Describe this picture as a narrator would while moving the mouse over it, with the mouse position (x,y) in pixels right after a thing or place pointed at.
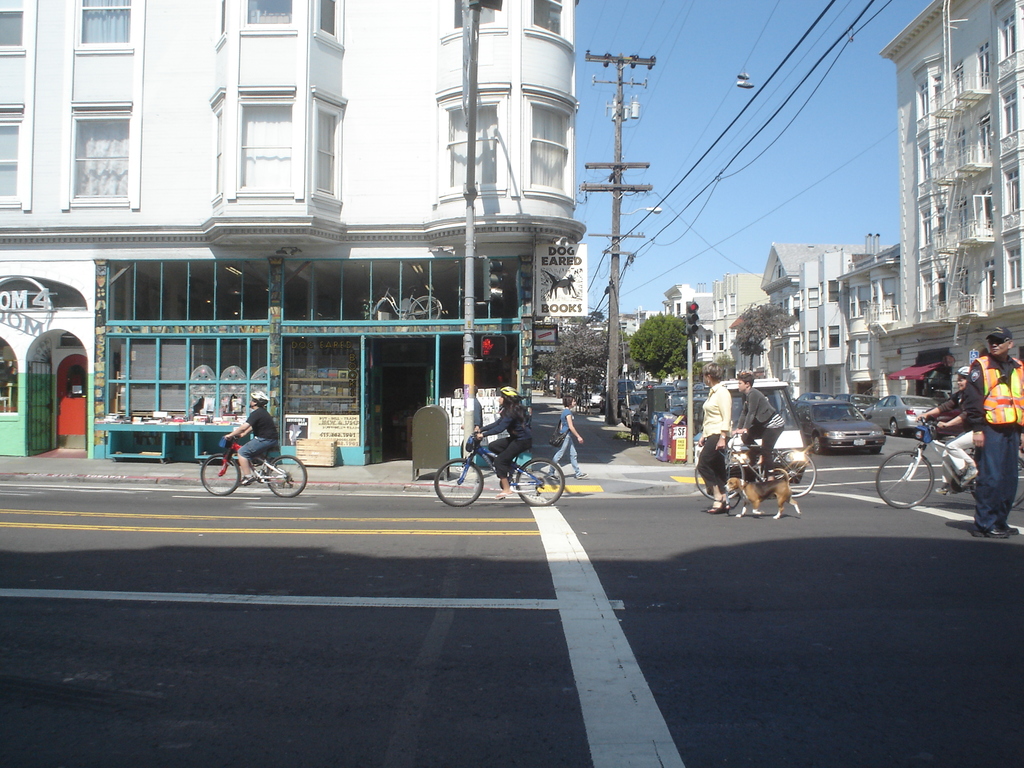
In this picture I can see few persons (959,409) riding the bicycles (527,461) on the road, in the background (427,363) there are trees (671,322) and buildings (444,271). On the right side (1003,335) a man (989,428) is standing on the road (927,516) and I can see few vehicles (870,425), at the top (711,109) there is the sky (680,141).
